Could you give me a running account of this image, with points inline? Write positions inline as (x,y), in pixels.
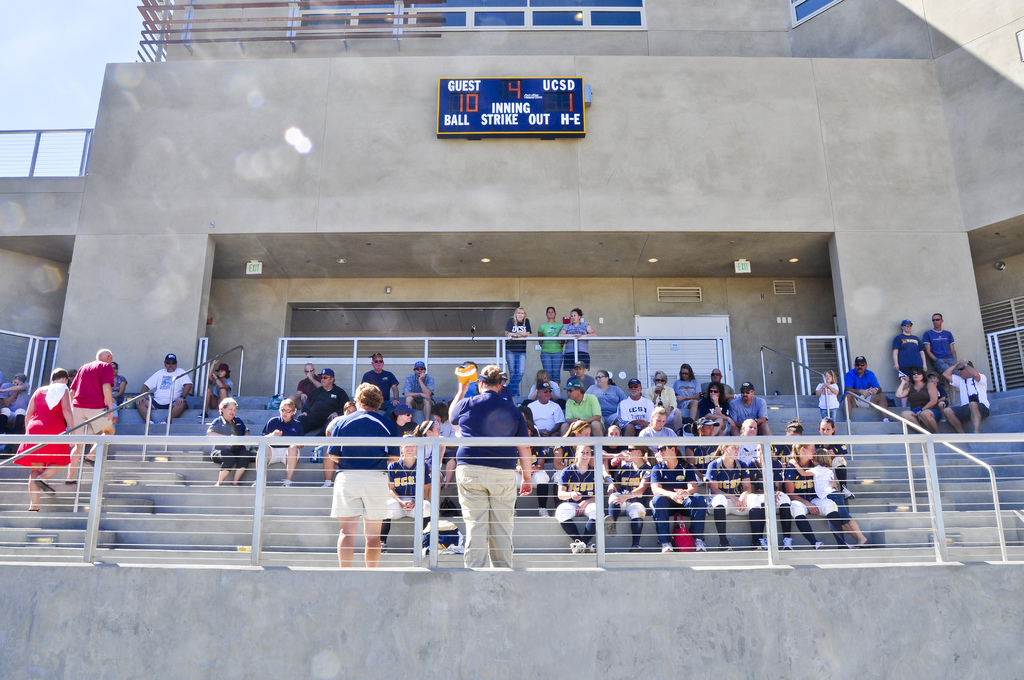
In this picture there are group of people (321,401) sitting and there are group of people (472,416) standing and there are two persons (60,403) walking and there is a stair case (56,501) and there are hand rails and there is a railing (621,338). At the back (692,222) there is a building (692,222) and there is a door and there is a board (524,91) on the wall (614,166) and there is text (508,115) on the board (553,93) and there are lights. At the top (105,67) there is sky (72,54).
